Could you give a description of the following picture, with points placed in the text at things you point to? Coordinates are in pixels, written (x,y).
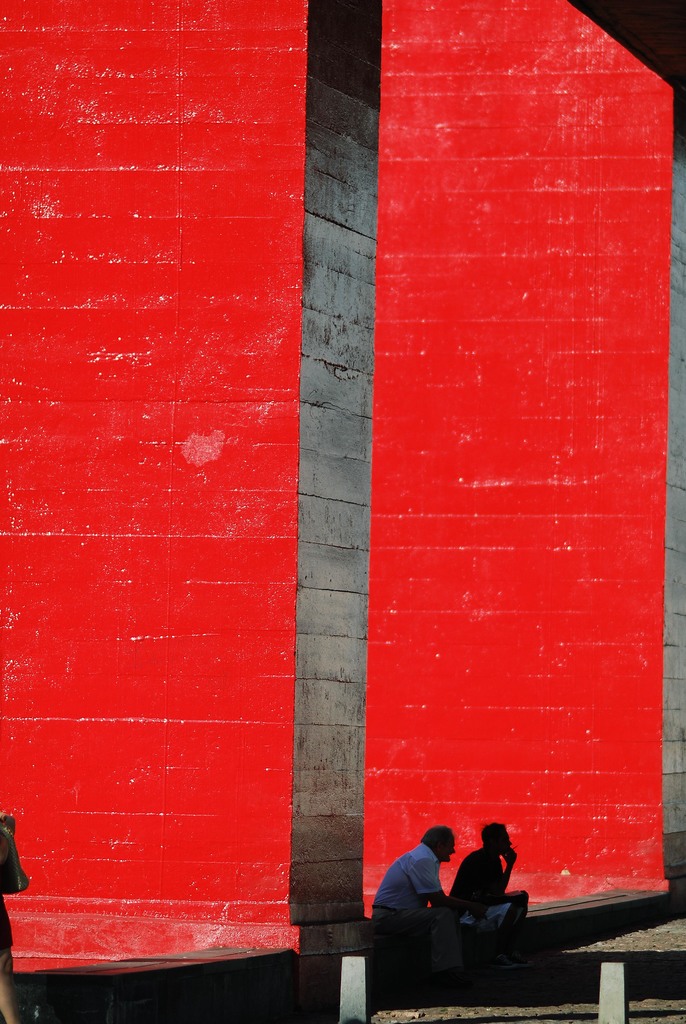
In the foreground of this image (454,970), there are two men (445,924) sitting on the stone surface (359,940). We can also see two bollards (607,991) and a person (11,944) on the left (5,933). Behind them, there is a red wall (434,487) and also the stone surface (361,429) of the wall (665,488).
